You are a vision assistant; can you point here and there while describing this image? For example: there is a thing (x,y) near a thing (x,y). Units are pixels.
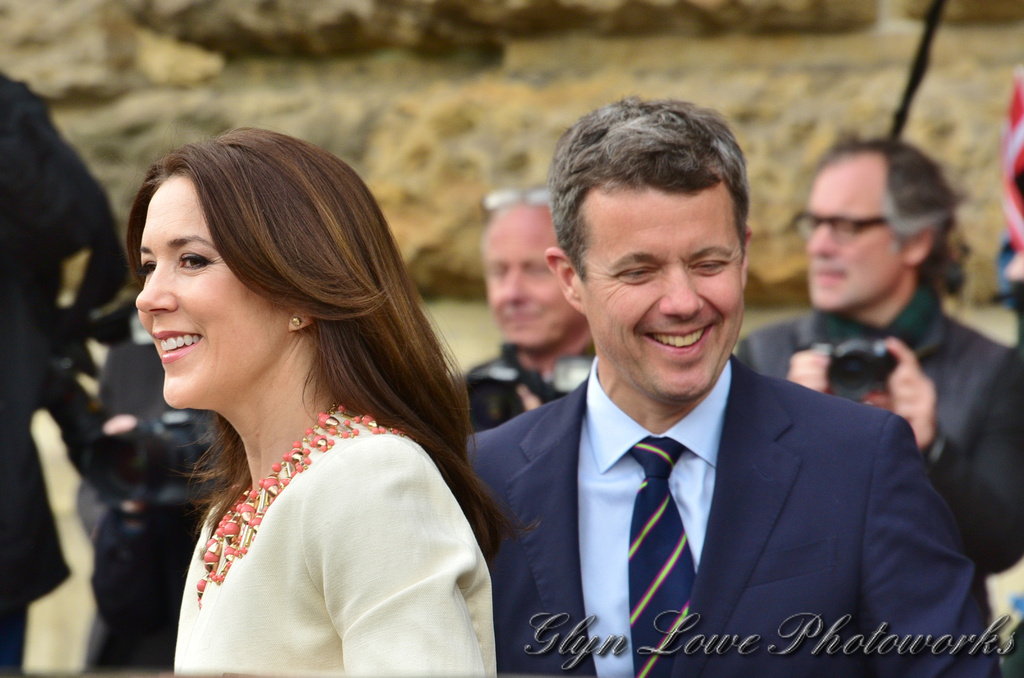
This is the man (631,422) and woman (268,386) standing and smiling. I can see few people (529,275) standing. The background (840,64) looks blurry. This is the watermark (794,629) on the image.
